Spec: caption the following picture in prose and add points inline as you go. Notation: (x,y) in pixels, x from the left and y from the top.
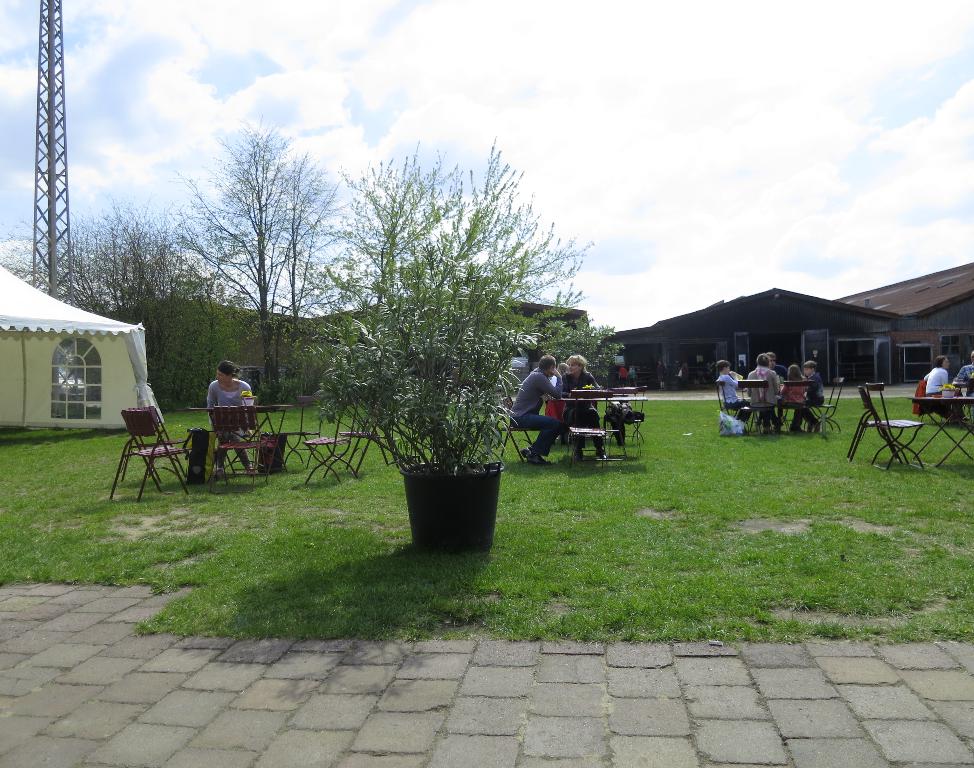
In this image we can see a group of people (945,381) sitting on chairs (594,417) and there are tables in front of them, we can see plants (518,341) and chairs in the middle of the image (428,477), on the left side of the image (10,289) there is a tent (61,427) and behind it there is a pole (62,255), in the background (258,351) there are trees (105,299) and houses (826,364).
